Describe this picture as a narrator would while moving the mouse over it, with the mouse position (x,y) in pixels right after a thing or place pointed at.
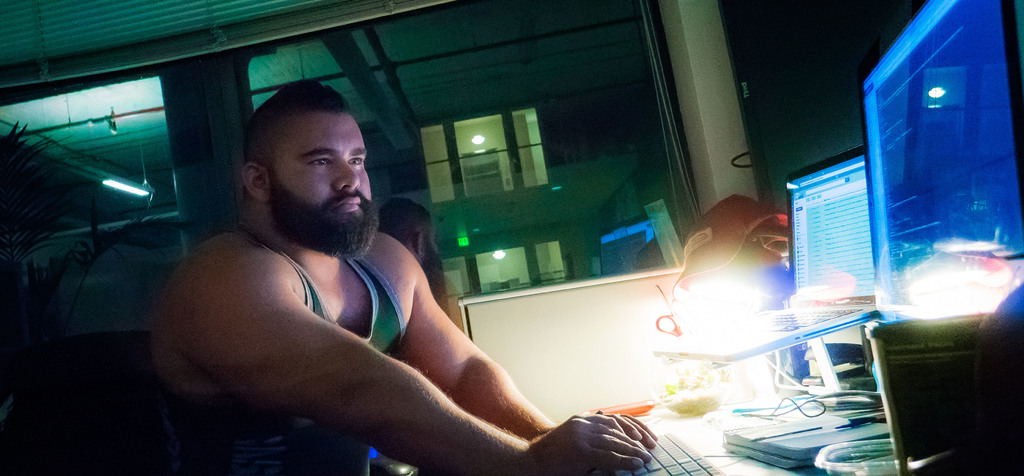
In this picture we can see a man (241,256) sitting in front of the monitor (953,263) typing on keyboard (656,473) and on this table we can see cap (743,220), one more laptop (828,194) on the stand (765,346) and we have some wires (825,409). Here it is a chair (923,427) and in the background (79,155) we can see tree (18,230), light (128,189), pillar (210,102), window (448,124).
